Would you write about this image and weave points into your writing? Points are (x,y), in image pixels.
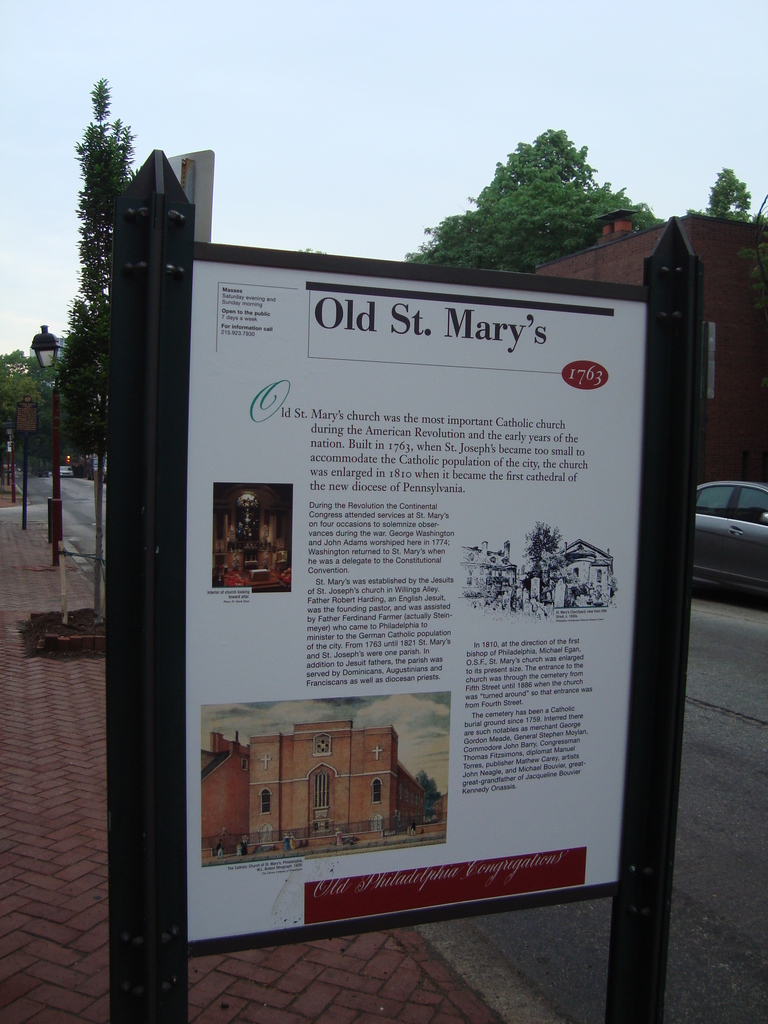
In this picture we can see some vehicles (764,557) are on the road (700,802), side we can see some buildings (734,338), trees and also some boards (387,558).
